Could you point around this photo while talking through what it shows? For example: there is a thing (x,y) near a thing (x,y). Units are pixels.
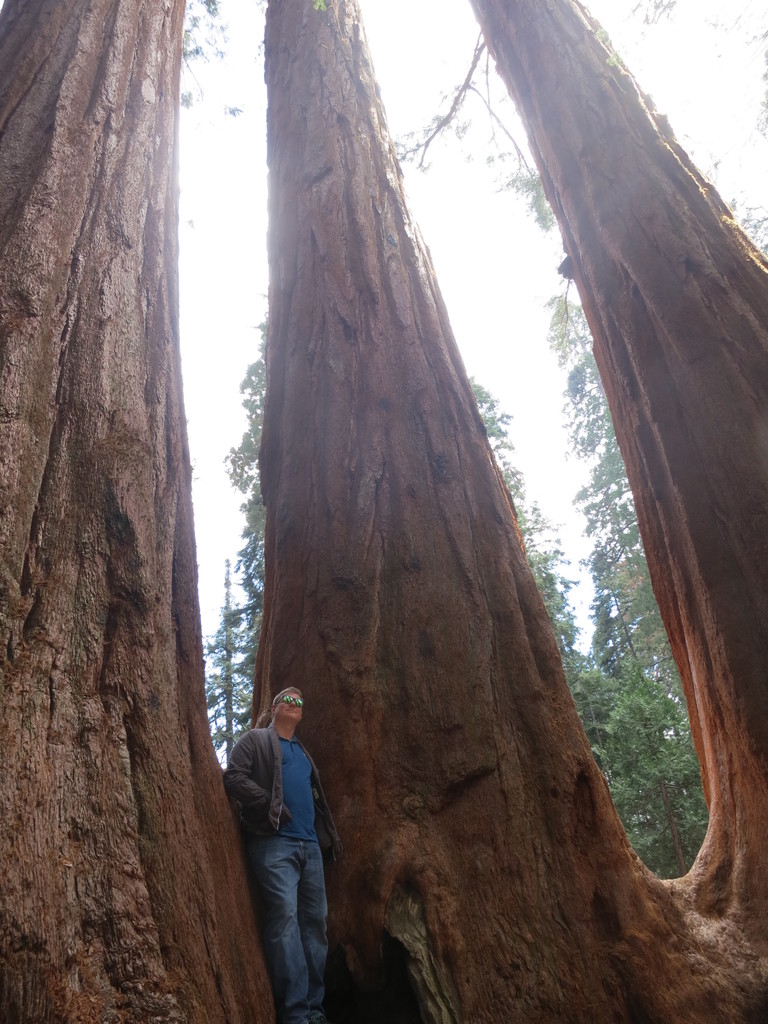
In the middle of the image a man (305,1023) is standing. Behind him there are some trees (291,136). At the top of the image (220,139) there is sky (753,49).
